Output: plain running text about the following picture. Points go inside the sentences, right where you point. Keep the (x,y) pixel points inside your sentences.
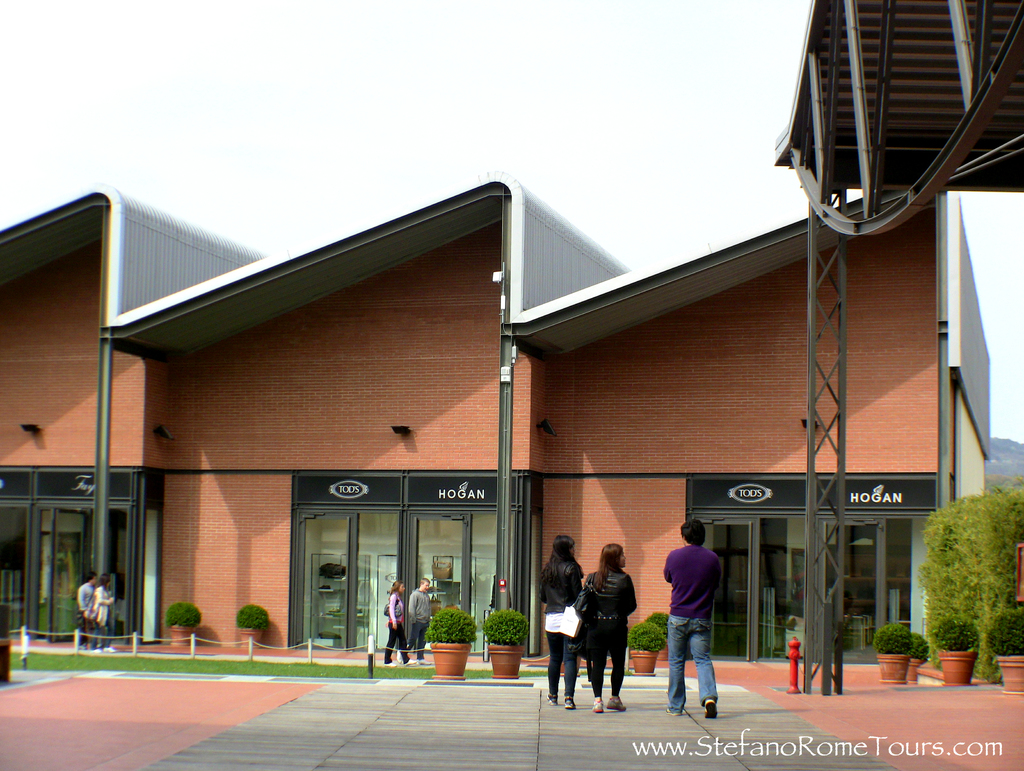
In this picture we can see flower pots (517,666), poles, grass (355,671) and a few people (672,666) on the path (986,710). We can see the text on the boards (919,492), glass objects (113,550) and a few things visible in the building (205,527). There are other objects (978,659) and the sky (1011,202).
